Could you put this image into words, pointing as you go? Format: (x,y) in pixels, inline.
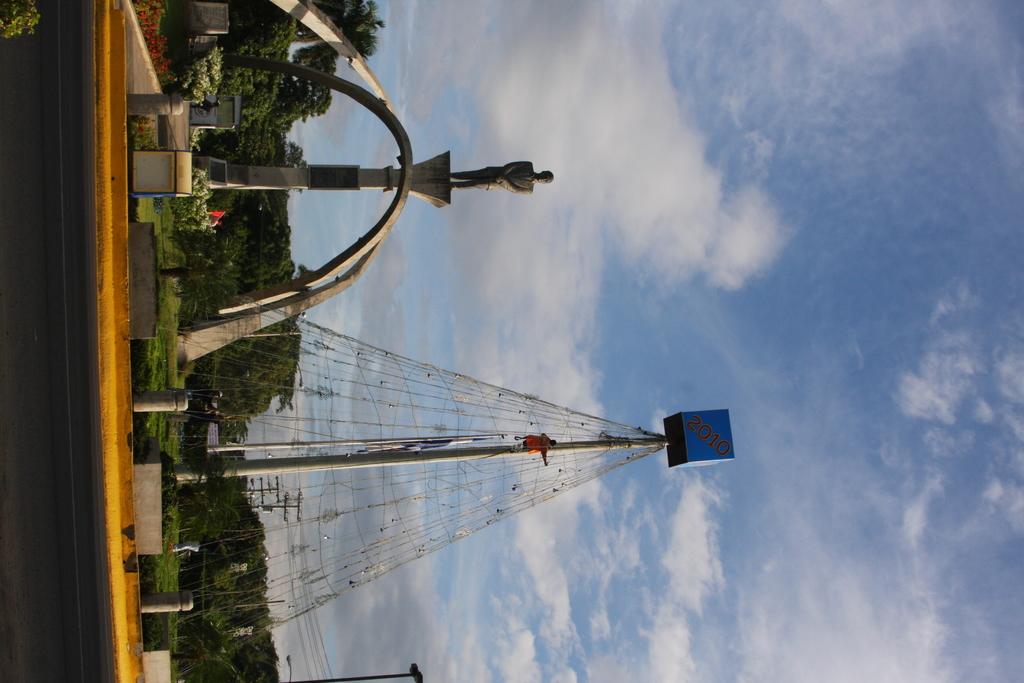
This image is rotated to the left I can see a monument (244,176) on the left side of the image (262,170), a tower (709,411) beside it in a garden (255,546) with some trees (247,125) and plants (209,192) on the road (74,324). At the top of the image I can see the sky (768,260).
